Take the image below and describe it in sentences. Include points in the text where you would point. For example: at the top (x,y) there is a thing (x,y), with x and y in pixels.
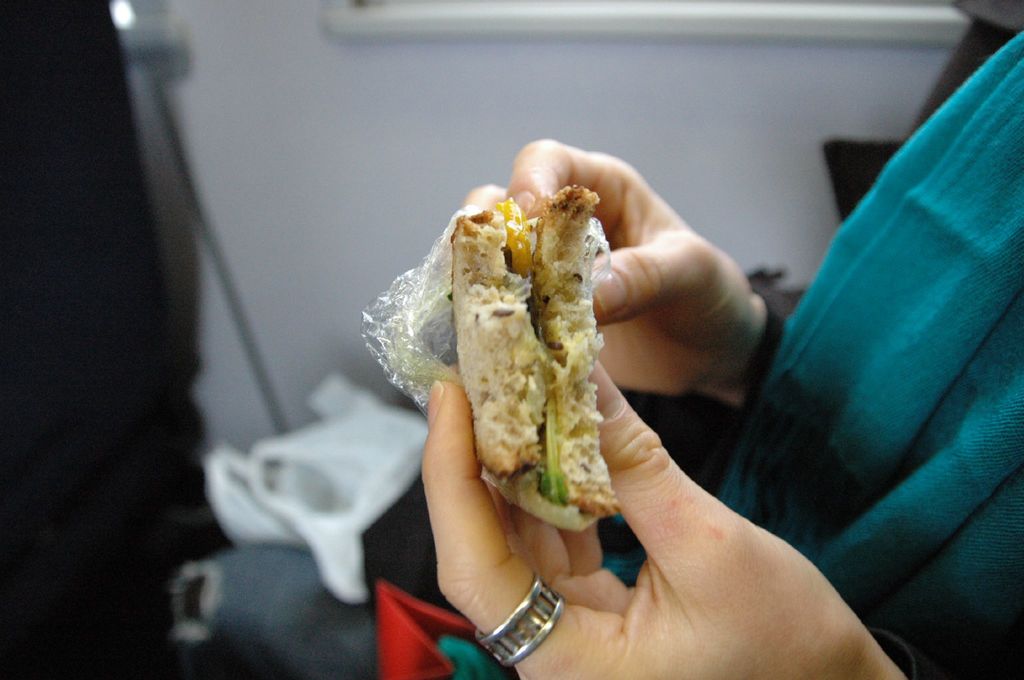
In this image we can see a person (635,280) holding sandwich (483,342) in the hands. In the background (317,509) there are bags (341,533) and polythene covers (352,448).
